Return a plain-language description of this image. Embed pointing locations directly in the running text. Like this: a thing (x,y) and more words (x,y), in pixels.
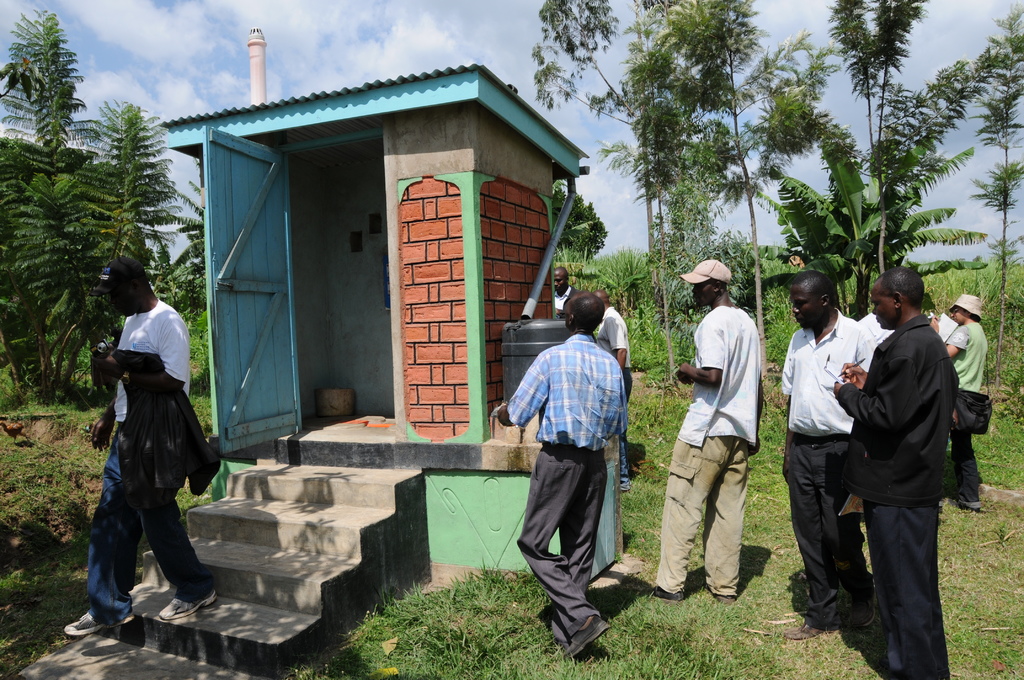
In the image there is a small bathroom (260,366) and there are a group of men (576,375) standing around the bathroom (464,339), there are many plants (569,224) and trees (856,299) on the grass surface (992,637) around the people (537,385).
